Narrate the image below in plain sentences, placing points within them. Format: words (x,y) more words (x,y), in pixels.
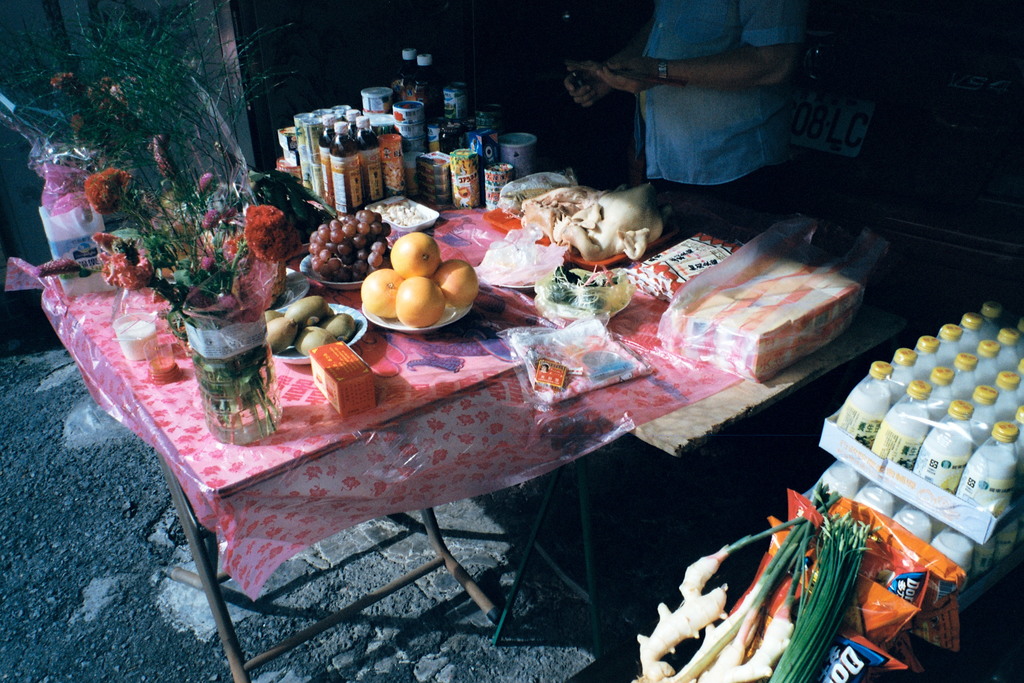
In this image there is a person (680,152) standing. Behind him there is a car (907,206). In front of him there are tables (374,349). On top of it there are fruits (404,287), tins (470,161) and a few other items (416,208). On the right side of the image (825,506) there are bottles (845,471) and some other items (882,626).
